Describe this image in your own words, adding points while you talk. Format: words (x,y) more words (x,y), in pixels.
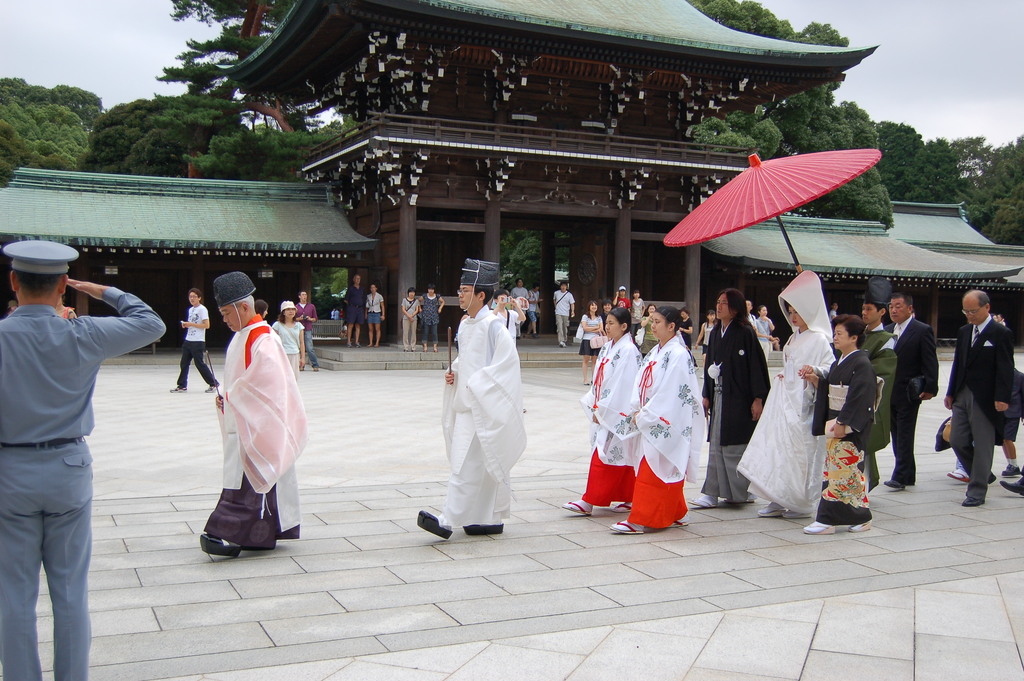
This is the image of Meiji-shrine (216,357) in which there are some persons (488,405) walking through the floor (364,461) and in the background of the image (104,148) there are some trees (5,101).
